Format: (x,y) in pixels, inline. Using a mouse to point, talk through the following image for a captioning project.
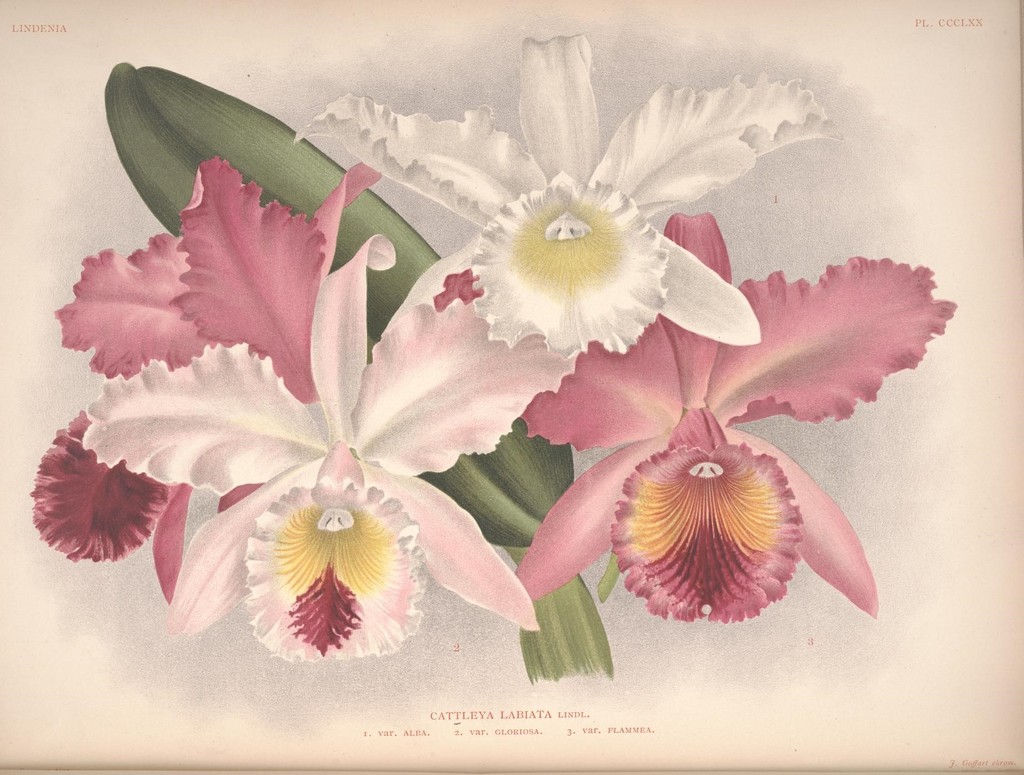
In this picture we can see an art (303,294) on the paper (193,535) and on the paper (395,716) it is written something.
